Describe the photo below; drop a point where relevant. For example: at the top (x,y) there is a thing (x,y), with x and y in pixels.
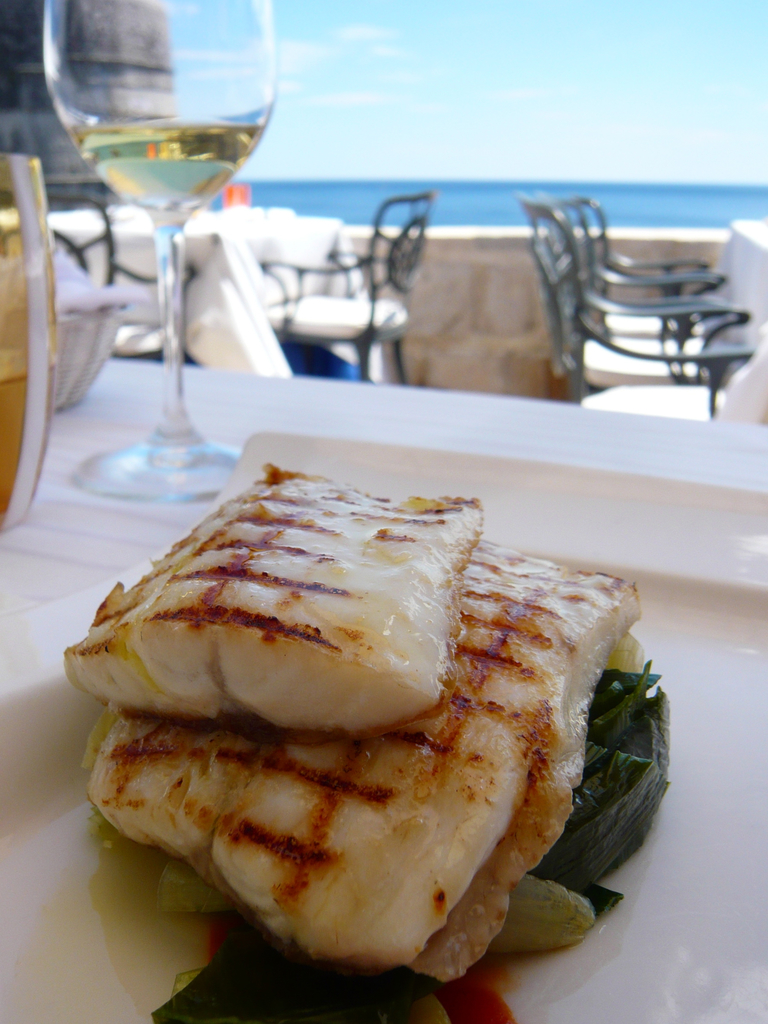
In this image i can see a food (355,563), glass (197,198), a bowl (109,305) on a table (80,476) at the background (694,303) i can see chairs (701,295), benches (767,235), water (693,187) and sky (690,114).
